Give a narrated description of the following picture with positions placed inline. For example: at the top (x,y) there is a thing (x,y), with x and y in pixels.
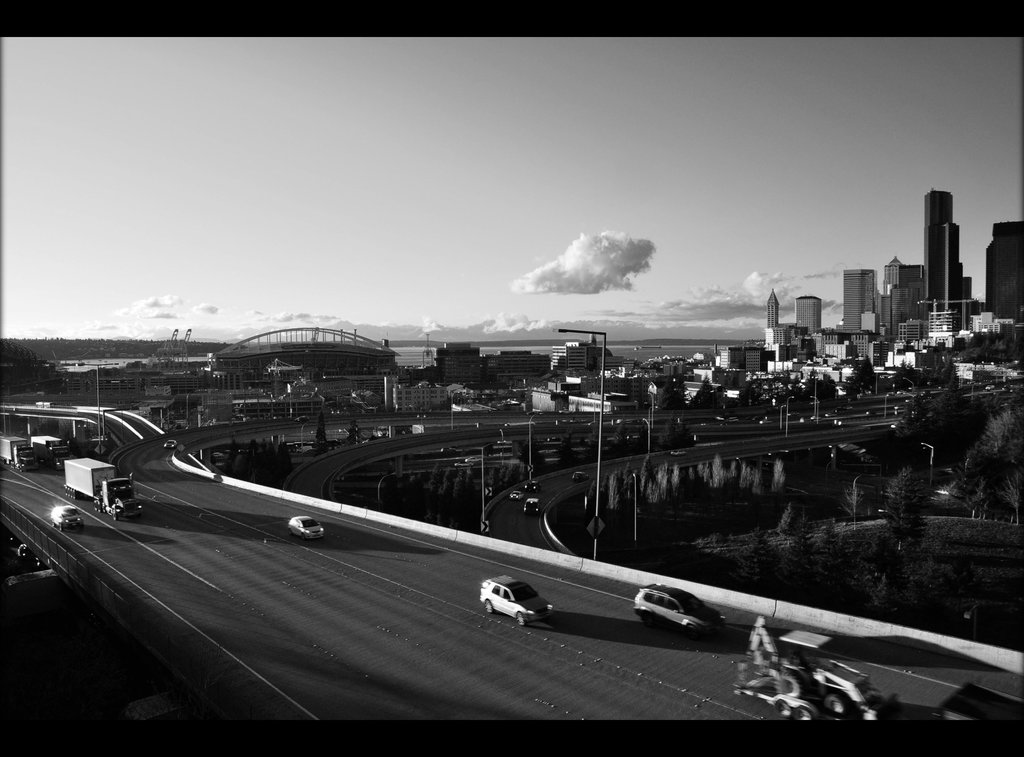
In this picture we can observe a bridge (270,557) on which there are some vehicles (103,492) moving. We can observe some poles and buildings (841,348). There are some trees (812,531). In the background (606,280) there is a sky (475,212) with some clouds (547,275). This is a black and white image.
